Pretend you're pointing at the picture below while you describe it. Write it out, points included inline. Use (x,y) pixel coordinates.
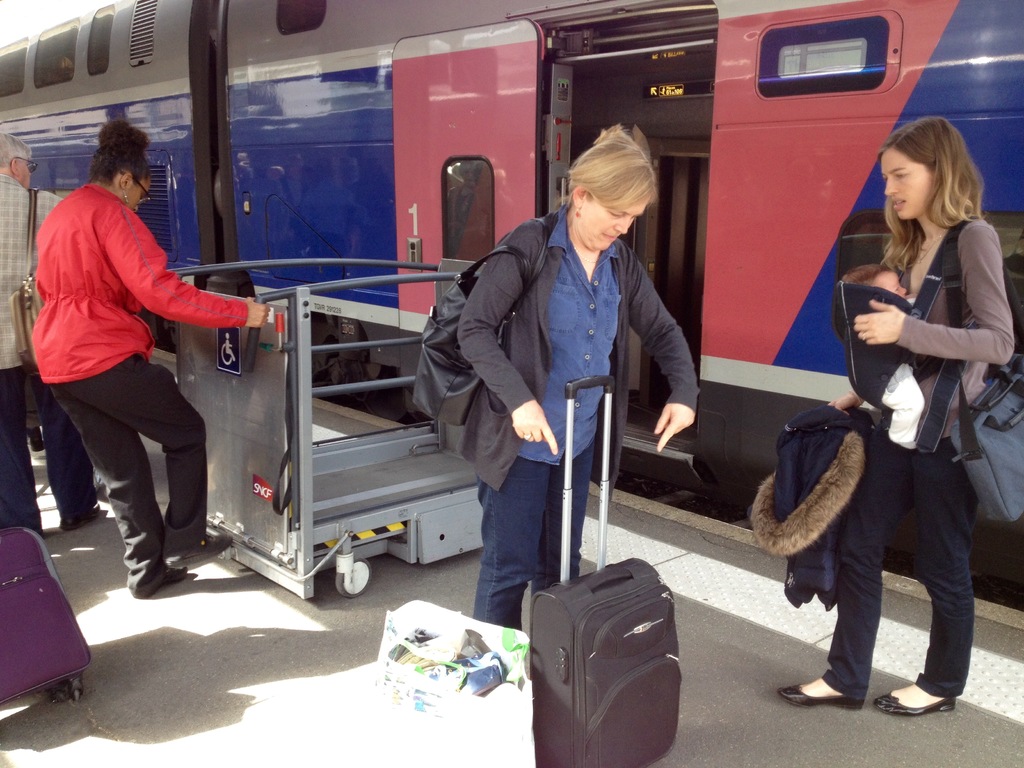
In this picture i could see the train (499,86) in the background (355,175) and some persons (916,477) with the luggage (597,646) holding in their hand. To the left side (89,272) a red woman (118,328) with the jacket (118,340) is moving a trolley (288,467) and to right side (920,390) a lady (914,339) is holding a baby (909,377) and a jacket (827,452).
